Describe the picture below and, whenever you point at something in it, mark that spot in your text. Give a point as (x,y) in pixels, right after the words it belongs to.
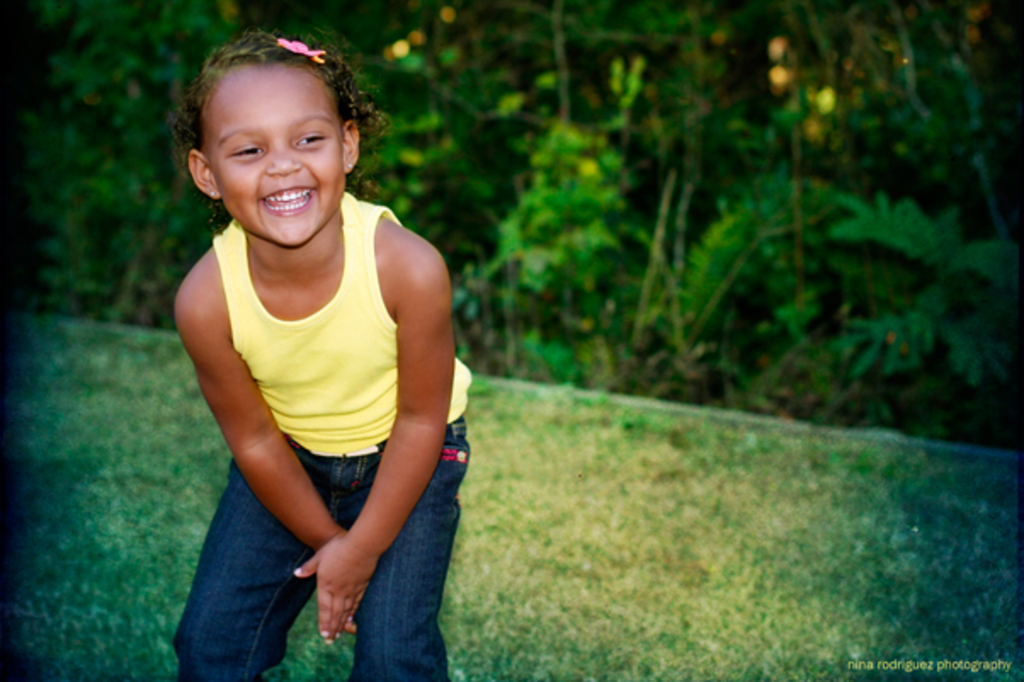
There is a girl (360,435) smiling and we can see grass (597,518). In the background (588,224) we can see trees (801,4). Bottom right side of the image (875,660) we can see water mark (859,666).
